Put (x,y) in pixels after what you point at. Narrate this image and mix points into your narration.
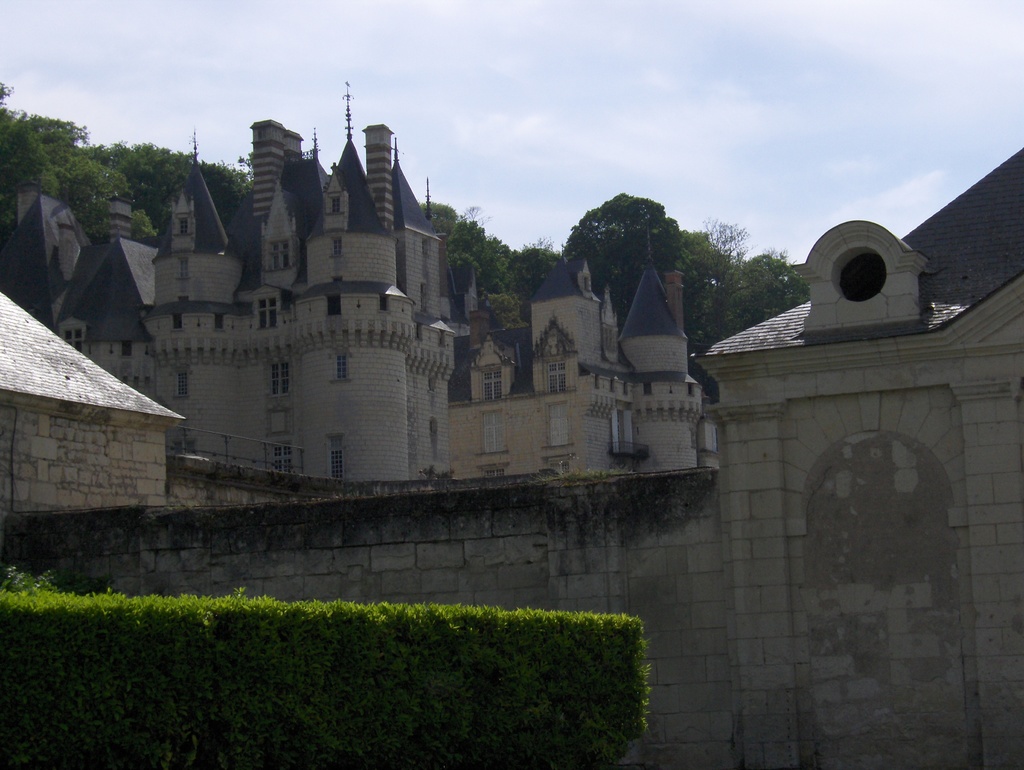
In this image we can see there are buildings (840,528), trees (476,261), plants (517,652) and a sky (691,101).
